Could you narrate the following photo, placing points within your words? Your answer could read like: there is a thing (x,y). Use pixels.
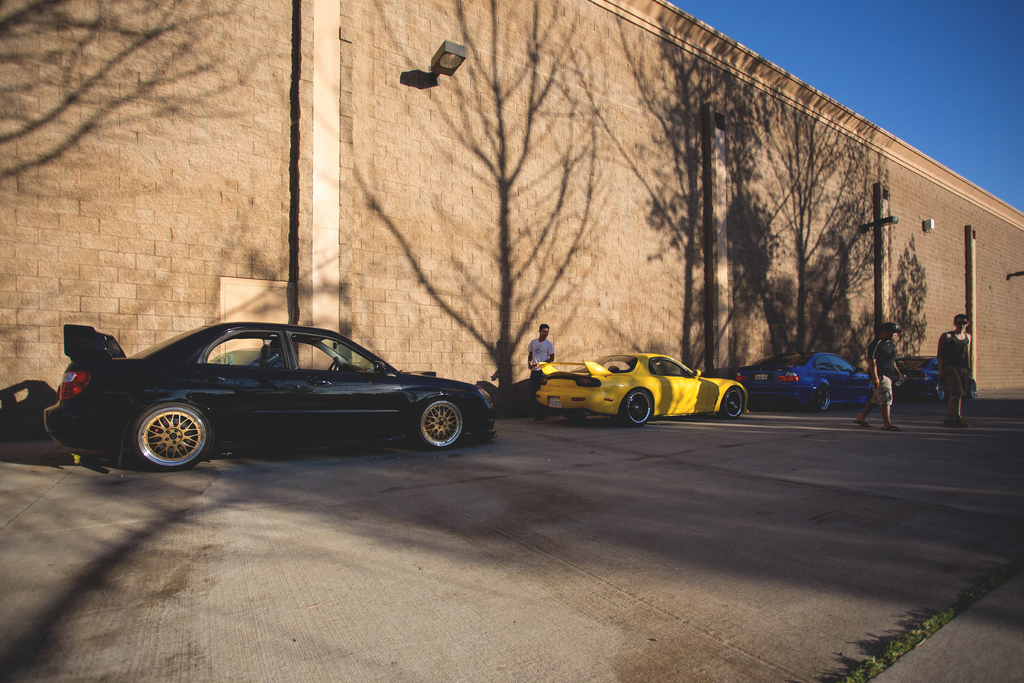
In this picture, we can see the road (405,490), a few people (968,349), vehicles (905,394), and we can see some plants (929,630), wall (608,160) with some objects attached to it like lights (447,42), pipes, and we can see reflections (743,159) of trees (756,263) on the wall (899,197), and we can see the sky (871,89).
